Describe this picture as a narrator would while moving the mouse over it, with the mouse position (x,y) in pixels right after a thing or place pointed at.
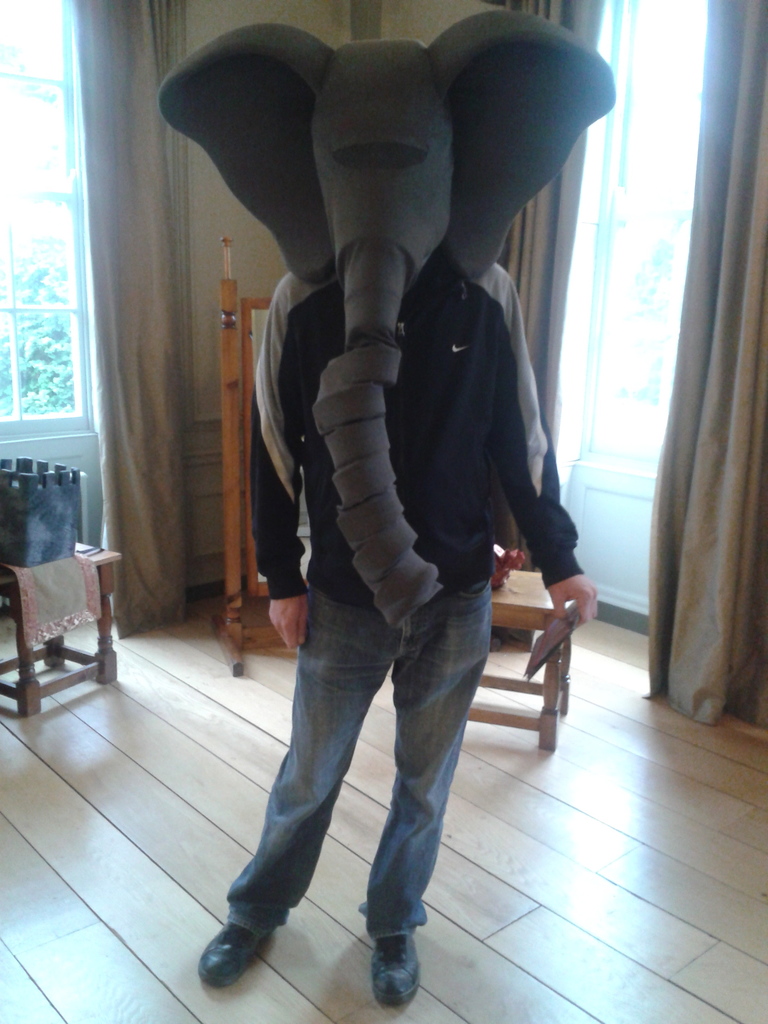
In the middle (392,580) there is a man (429,586) he wear jacket (443,402), trouser (401,718) and shoes (388,934). In the background (551,365) there is a chair (567,655), curtain (708,288), window (654,242), glass (60,239), wall (232,246). I think this is a house (609,913), On the left (89,652) there is a stool (69,659) and piece of cloth (61,611).
